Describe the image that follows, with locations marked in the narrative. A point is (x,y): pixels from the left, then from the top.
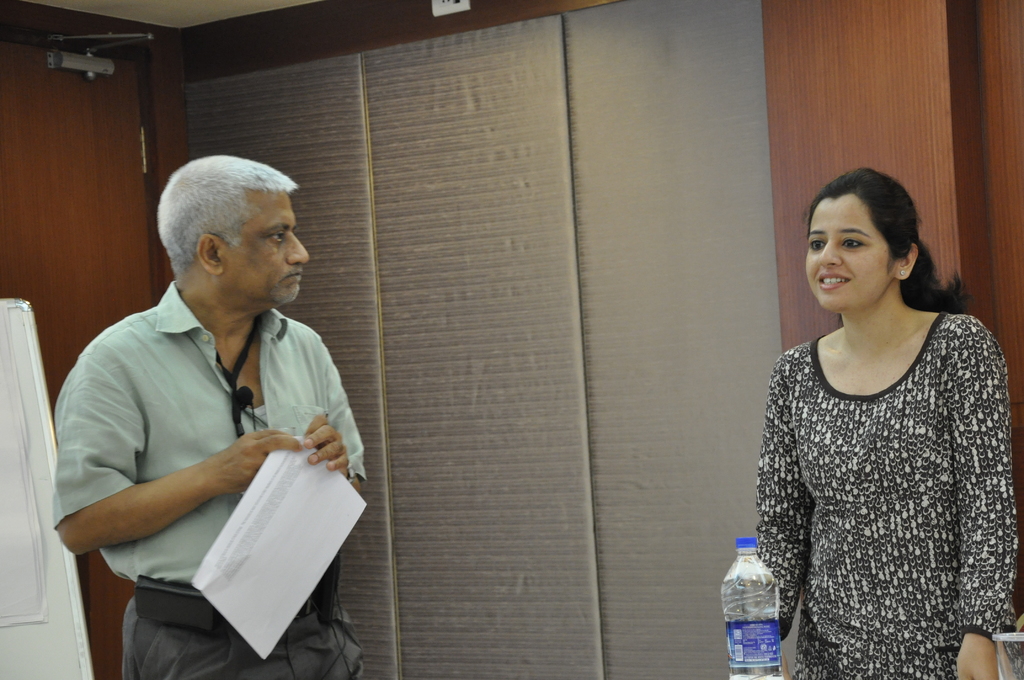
In the picture we can see a man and a woman (915,305) are standing near the desk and a man (188,421) is holding some papers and we can see a water bottle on the desk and in the background (679,606) we can see the wall (694,606) and beside it we can see a part of the door (107,159).
